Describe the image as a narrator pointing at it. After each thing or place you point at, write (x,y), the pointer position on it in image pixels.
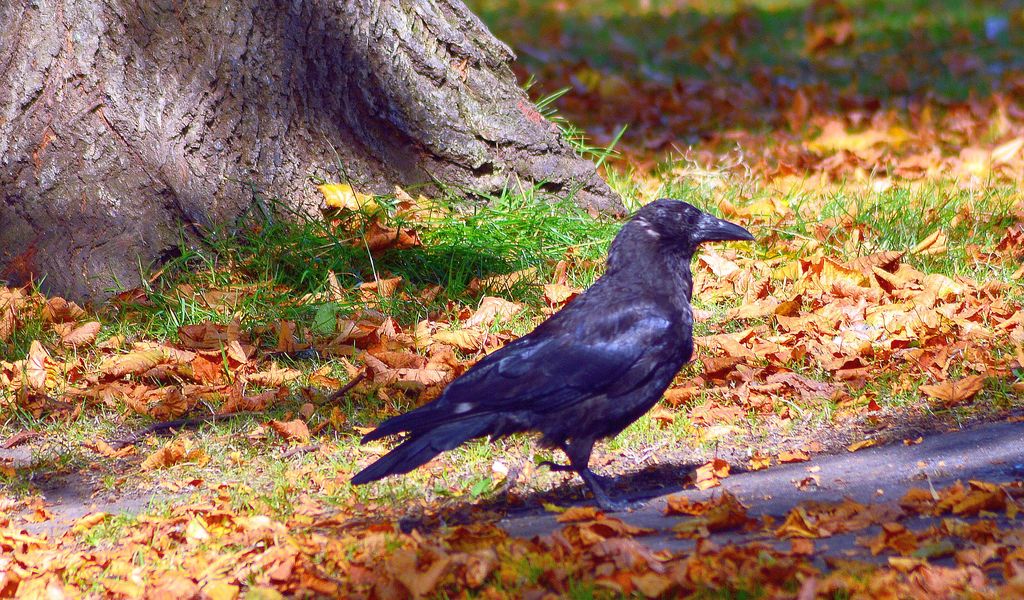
In this image in the center (601,320) there is a bird (564,360) on the ground (383,442) and there are dry leaves (597,547) on the ground (861,531). In the background (521,219) there is grass (523,232) on the ground (804,533) and there is a tree (248,2).
